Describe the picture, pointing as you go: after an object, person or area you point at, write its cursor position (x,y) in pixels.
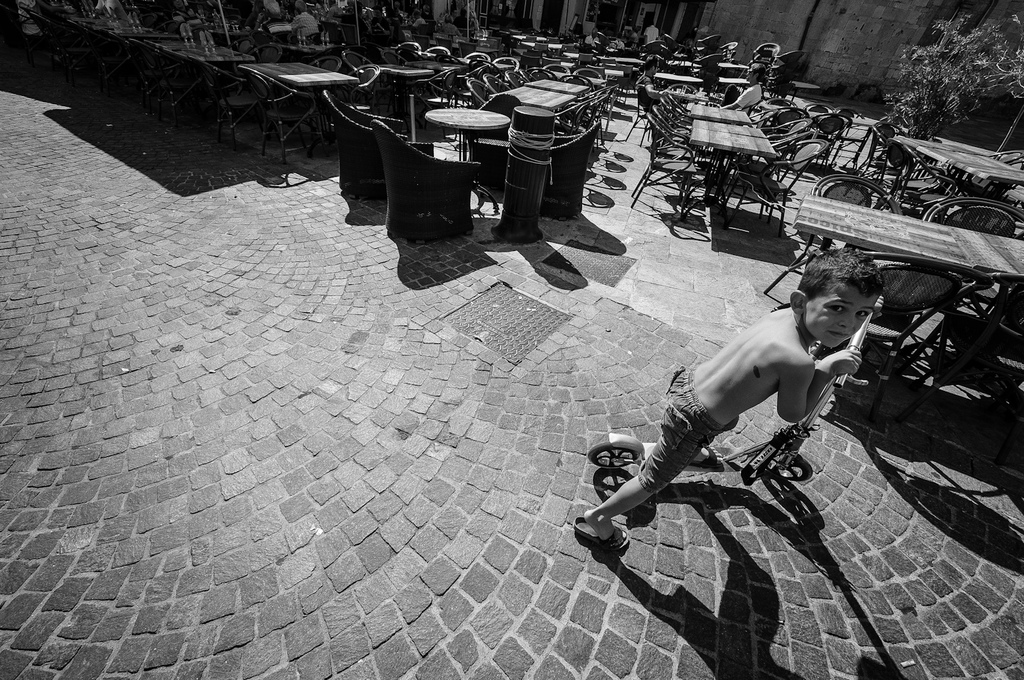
In the image we can see there is a kid (733,415) who is playing with a scooter (838,376) and there are people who are sitting on the chairs (678,133) and the image is in black and white colour.
